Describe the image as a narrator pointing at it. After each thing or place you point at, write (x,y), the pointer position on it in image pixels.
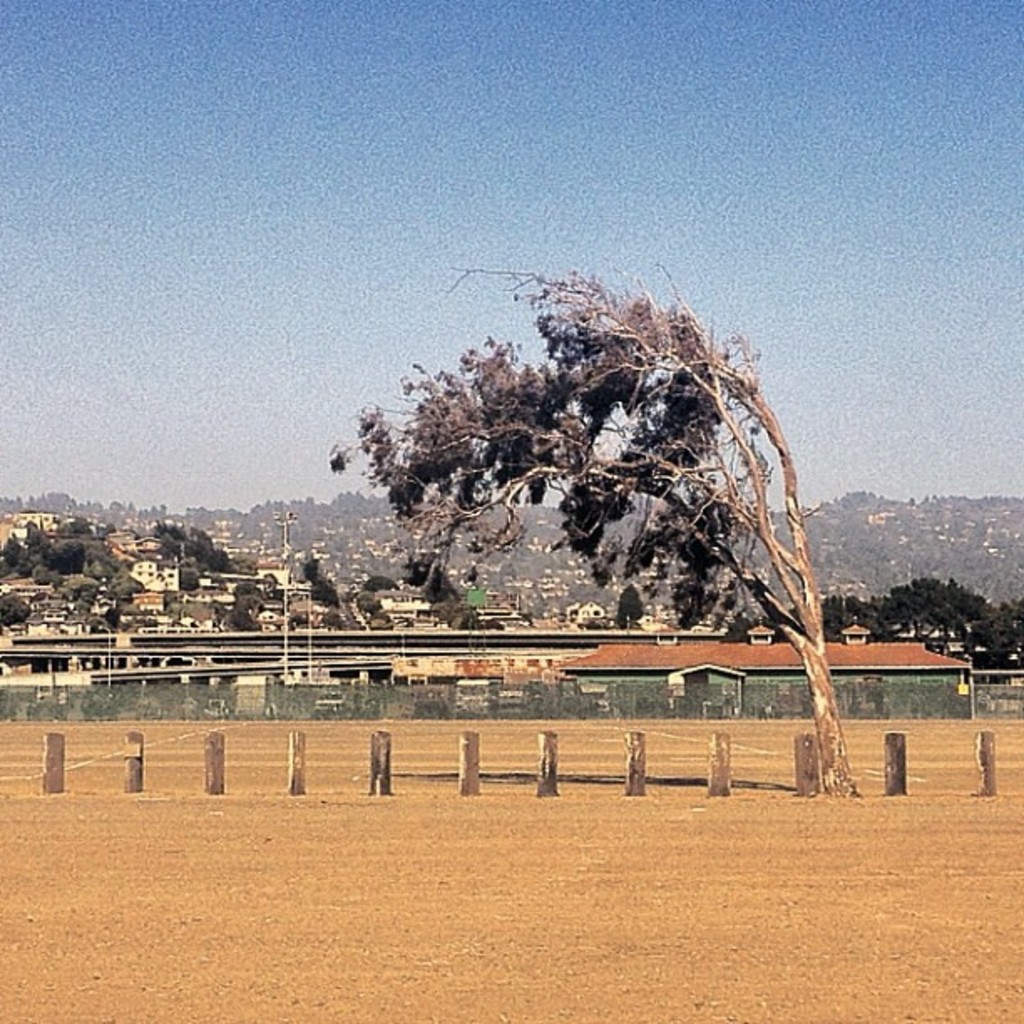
In this image there are rods (889,755) on the ground (528,829). Beside the rods (813,753) there is a tree (701,547). Behind them there is a net (619,691). Behind the net (173,715) there are buildings (393,597), trees (361,606) and pole (286,608). In the background (827,526) there are mountains (323,509). At the top (309,176) there is the sky (340,154).
